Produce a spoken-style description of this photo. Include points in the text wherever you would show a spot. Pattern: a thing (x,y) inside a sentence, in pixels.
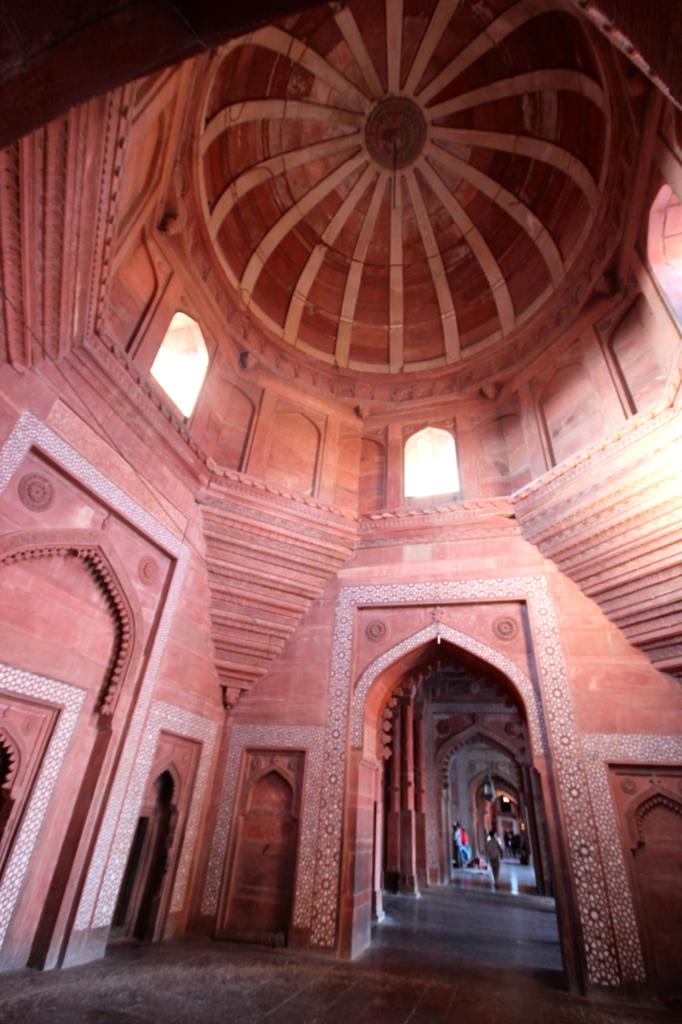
Here in this picture we can see an interior design of a monumental building (258,648) and in the middle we can see people (493,836) walking and standing here and there on the floor (457,881) over there.
